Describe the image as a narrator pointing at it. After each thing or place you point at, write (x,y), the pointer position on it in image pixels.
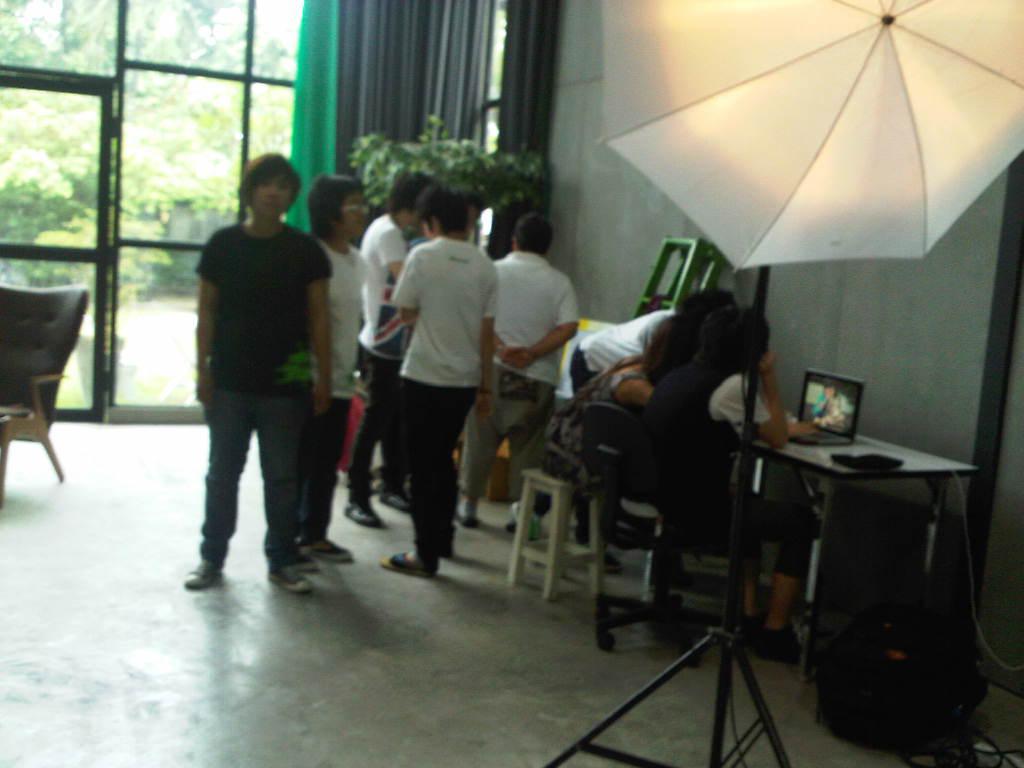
In this image there are group of people (459,332) standing, another group of people (793,539) sitting in chair (644,436), and in table (808,492) there is calculator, laptop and in back ground (522,76) there are curtain (311,54), tree (7,19), window (132,219), chair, umbrella (836,98), stand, planter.
